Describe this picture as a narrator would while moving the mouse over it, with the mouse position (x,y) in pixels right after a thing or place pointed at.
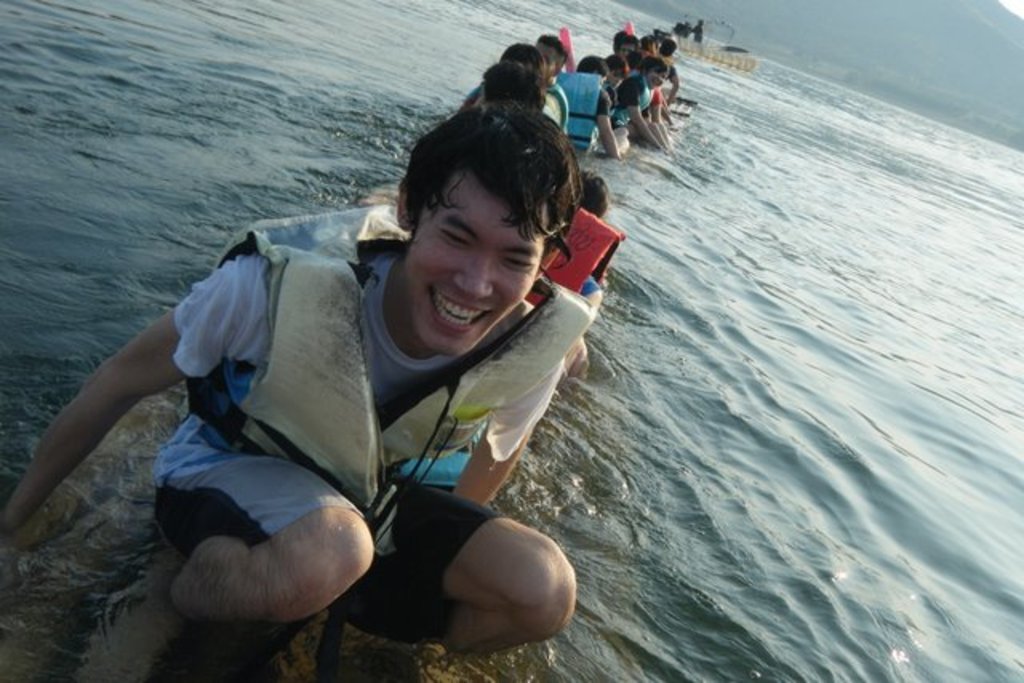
In this image I can see group of people (204,570) sitting in a boat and the boat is on the water (808,197). Background (1023,7) I can see the sky (1010,0) in white color.
